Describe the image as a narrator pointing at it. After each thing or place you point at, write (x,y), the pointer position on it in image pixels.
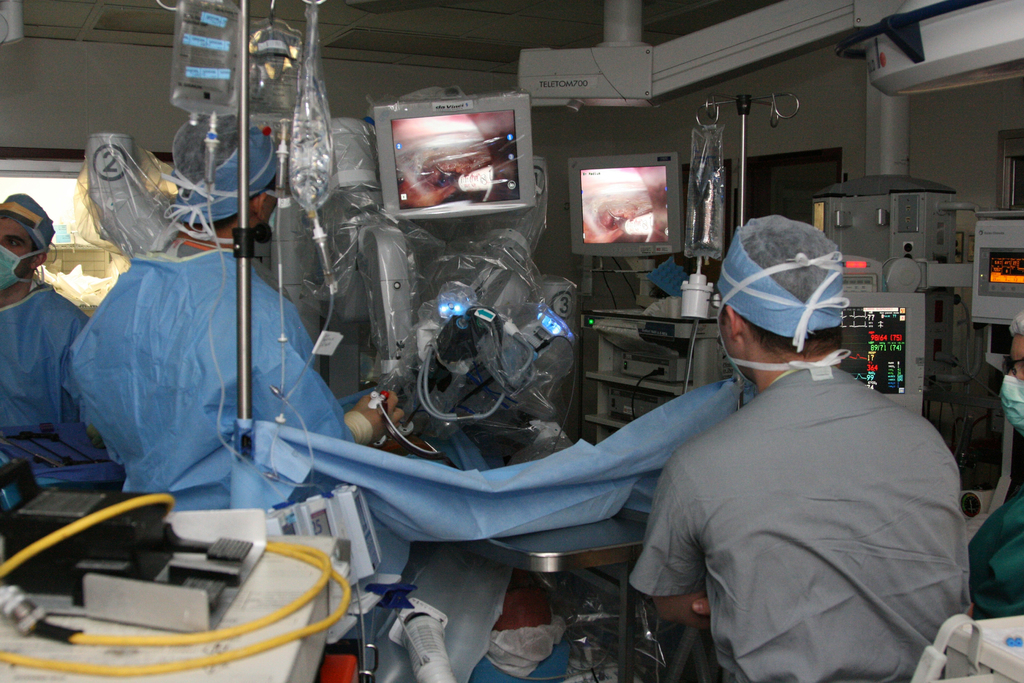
In this image I can see few persons (185,340) wearing masks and caps (788,310). I can see few electronic equipment (202,553), few metal poles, few plastic bottles (225,57), few screens (613,190), the wall (71,79), the ceiling (258,8) and few other objects (342,594).
